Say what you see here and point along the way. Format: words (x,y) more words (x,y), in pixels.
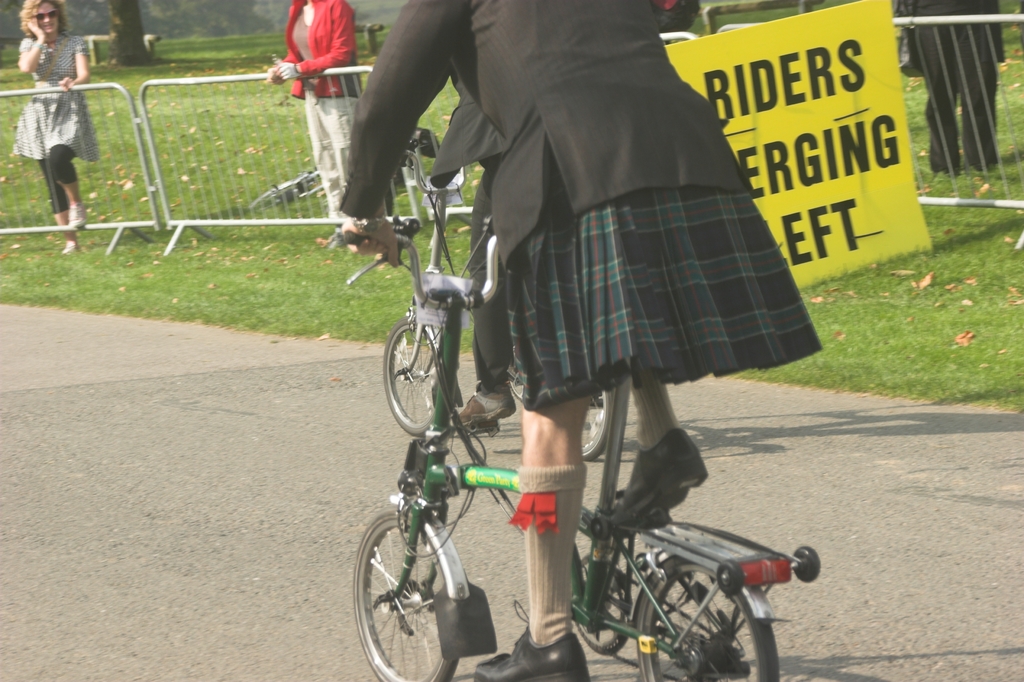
In this image we can see a few people (519,246), two of them are riding bicycles (443,546) on the road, there are leaves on the ground (184,49), we can see a board (829,147) with some texts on it, there is a fencing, also we can see a tree trunk (131,29).
